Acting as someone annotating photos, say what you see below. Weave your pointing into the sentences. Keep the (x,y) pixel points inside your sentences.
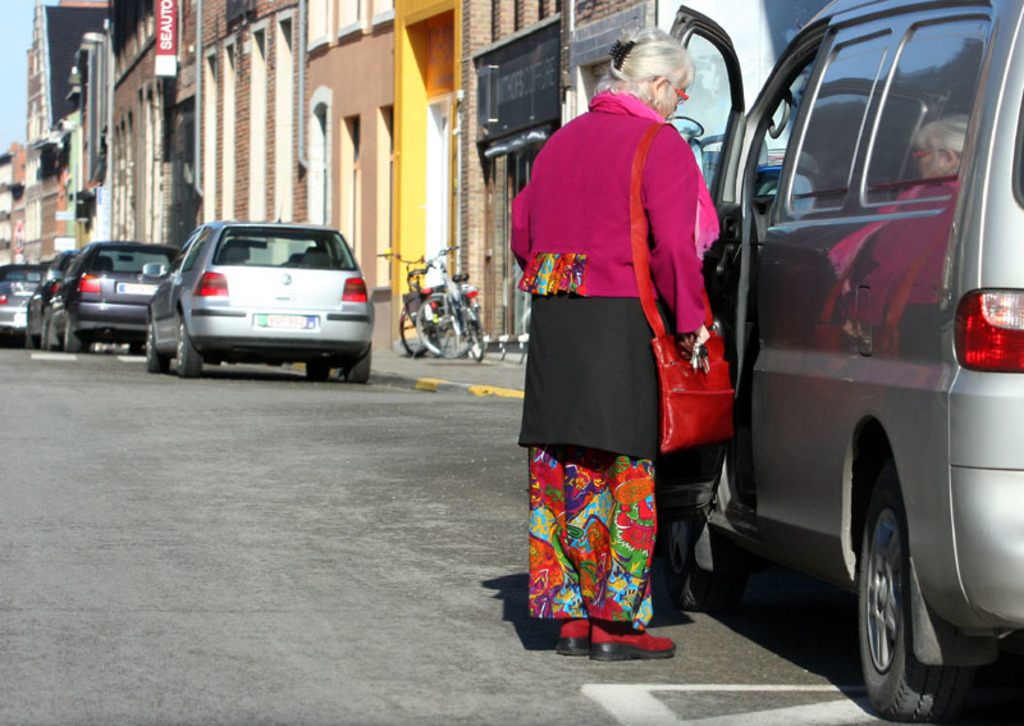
This picture is clicked outside. On the right (685,334) we can see a person (650,417) wearing red color sling bag (688,378) and standing on the ground (531,705) and we can see the group of cars (795,231) seems to be parked on the ground (407,375) and we can see the bicycles (440,314). In the background (58,71) we can see the sky (8,3) buildings (410,102), text (162,22) on the boards (171,76) attached to the buildings (198,84) and many other objects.
